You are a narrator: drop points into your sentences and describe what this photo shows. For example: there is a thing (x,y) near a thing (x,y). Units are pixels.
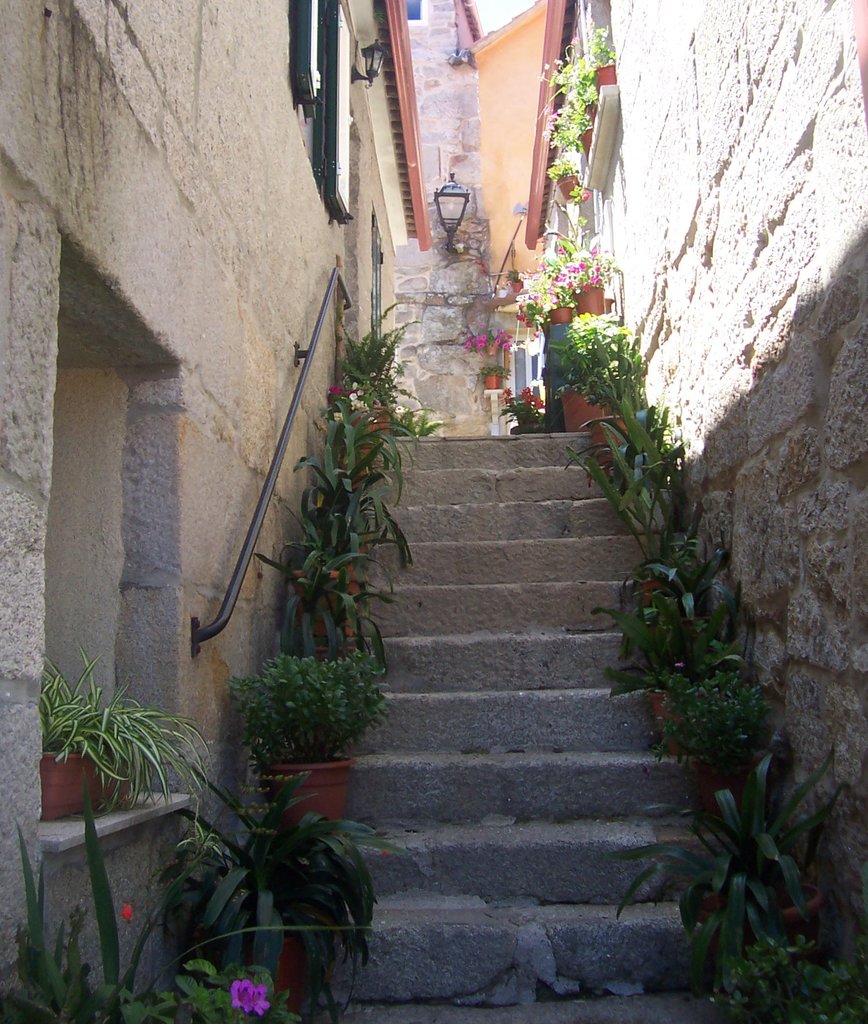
In this image we can see a building (15,402) with stairs (407,735), on the stairs (434,699) we can some flower pots (312,757) with different types of flowers (378,492) and there is one electrical bulb (447,226) which is attached to the building (466,253).
